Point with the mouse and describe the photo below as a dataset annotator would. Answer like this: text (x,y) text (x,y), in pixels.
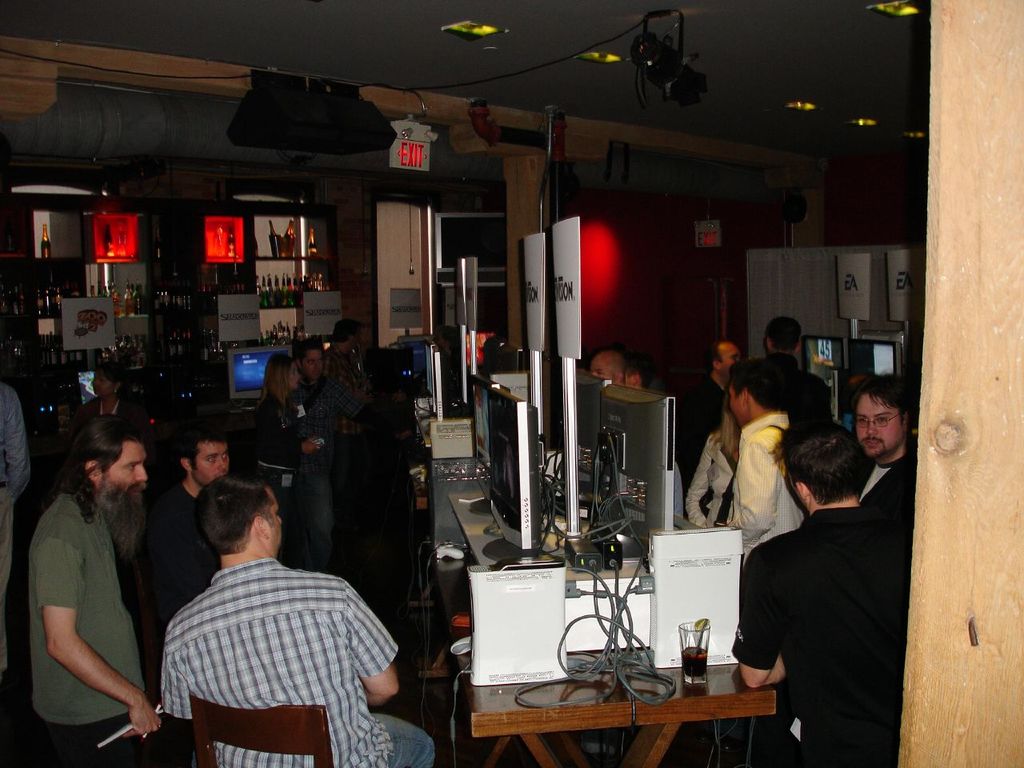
In this image there are people (820,381). In the center (661,452) there is a table (693,712) and we can see computers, glass (692,681), boxes (565,598) and wires (641,661) placed on the table (566,715). In the background (293,324) there are bottles (261,295) placed in the shelf (235,284). At the top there are lights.
